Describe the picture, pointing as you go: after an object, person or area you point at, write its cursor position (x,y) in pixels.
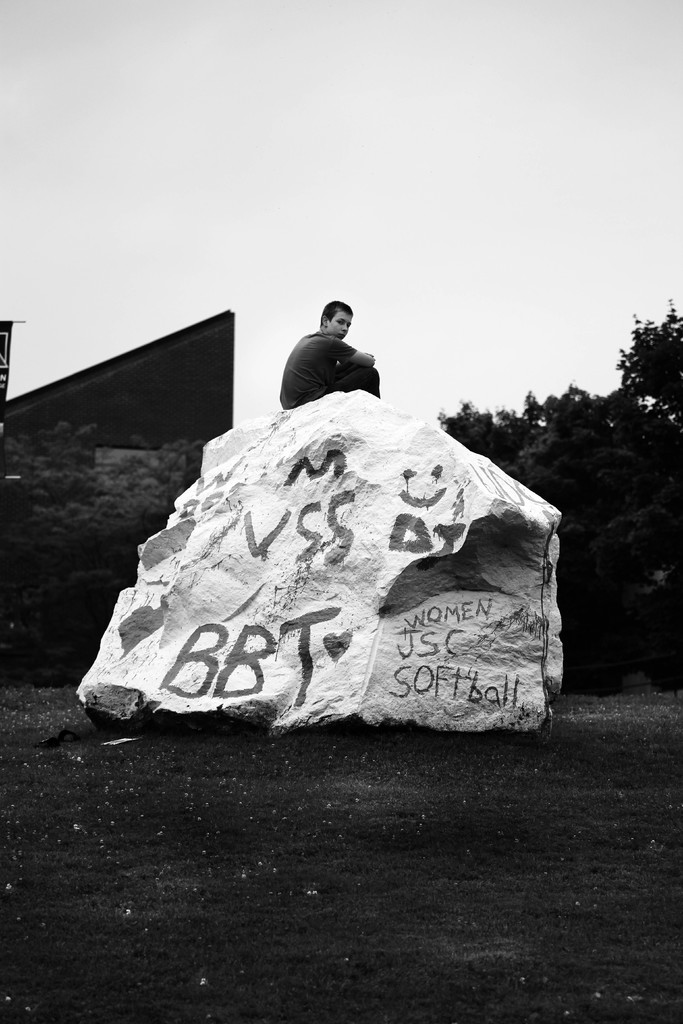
In this image there is a rock (360,604) in middle of this image (367,520) and there is one person (319,368) sitting on this rock (327,499). There are some trees (652,511) in the background (583,539). There is a sky (309,185) on the top of this image (379,178) and there is a grassy land (378,825) in the bottom of this image (342,836).
